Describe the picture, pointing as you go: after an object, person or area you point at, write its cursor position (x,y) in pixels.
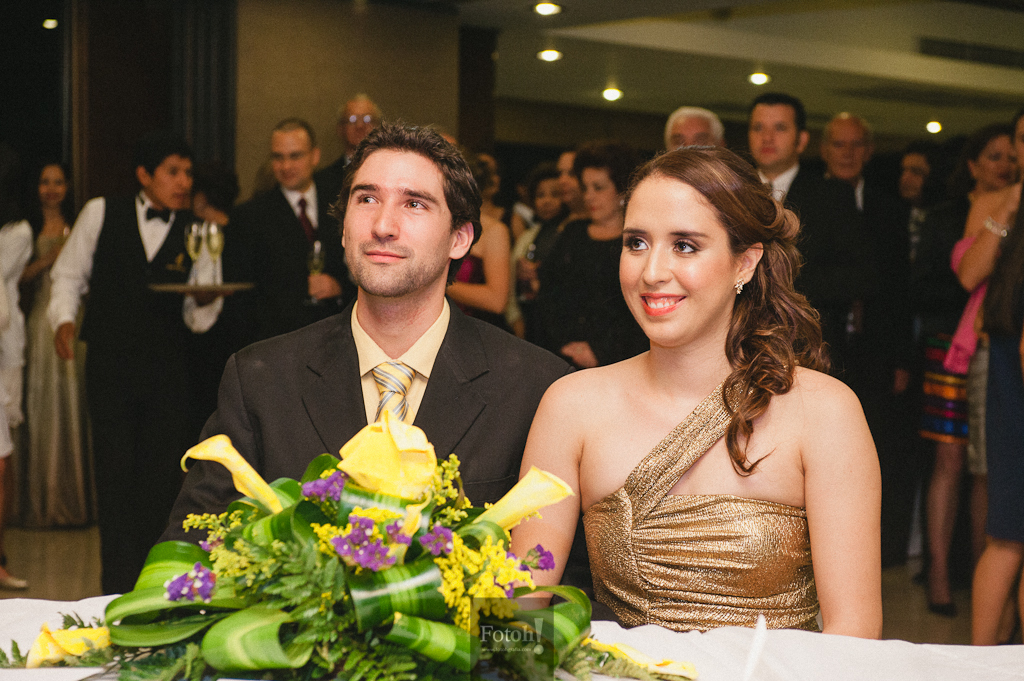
In this image in front (708,279) there are two people (512,394) wearing a smile on their faces (655,322). In front of them there is a table (962,679) and on top of it there is a bouquet (387,494). Behind them there are few people (588,202) standing on the floor (920,613). At the left side of the image (213,115) there are curtains (178,93). On top of the roof (697,82) there are fall ceiling lights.
